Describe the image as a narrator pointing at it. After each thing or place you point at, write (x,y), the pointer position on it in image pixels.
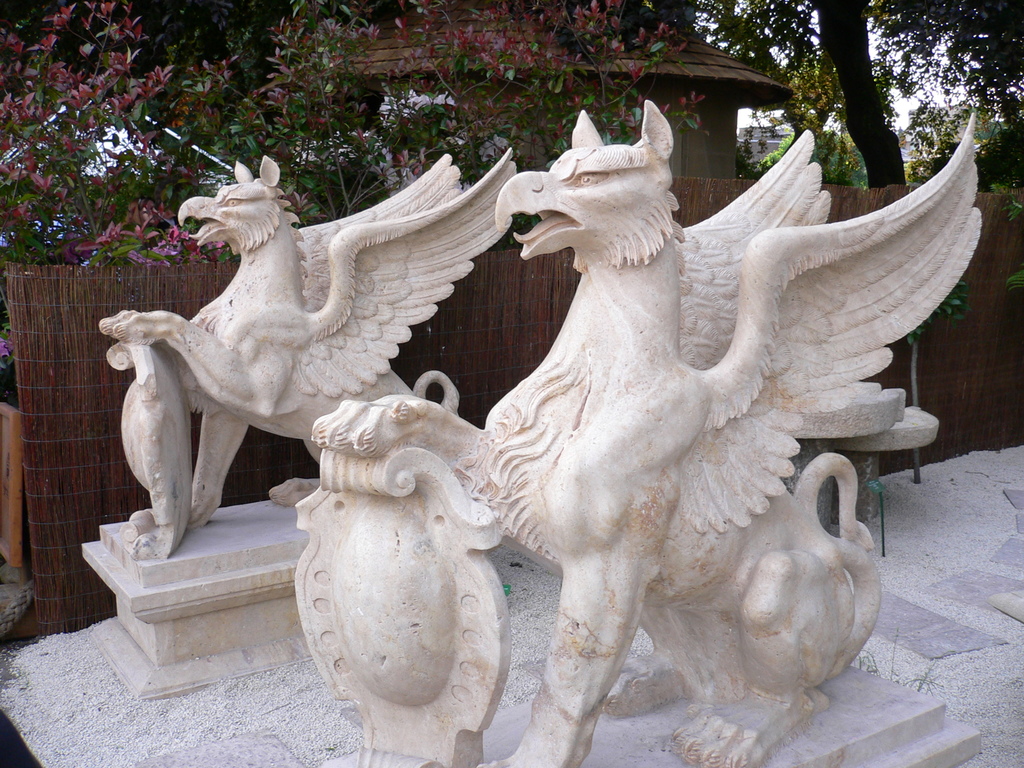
In this image we can see the sculptures (640,603). In the background of the image (933,90) there are trees (403,105), house (676,96), fence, the sky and other objects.
